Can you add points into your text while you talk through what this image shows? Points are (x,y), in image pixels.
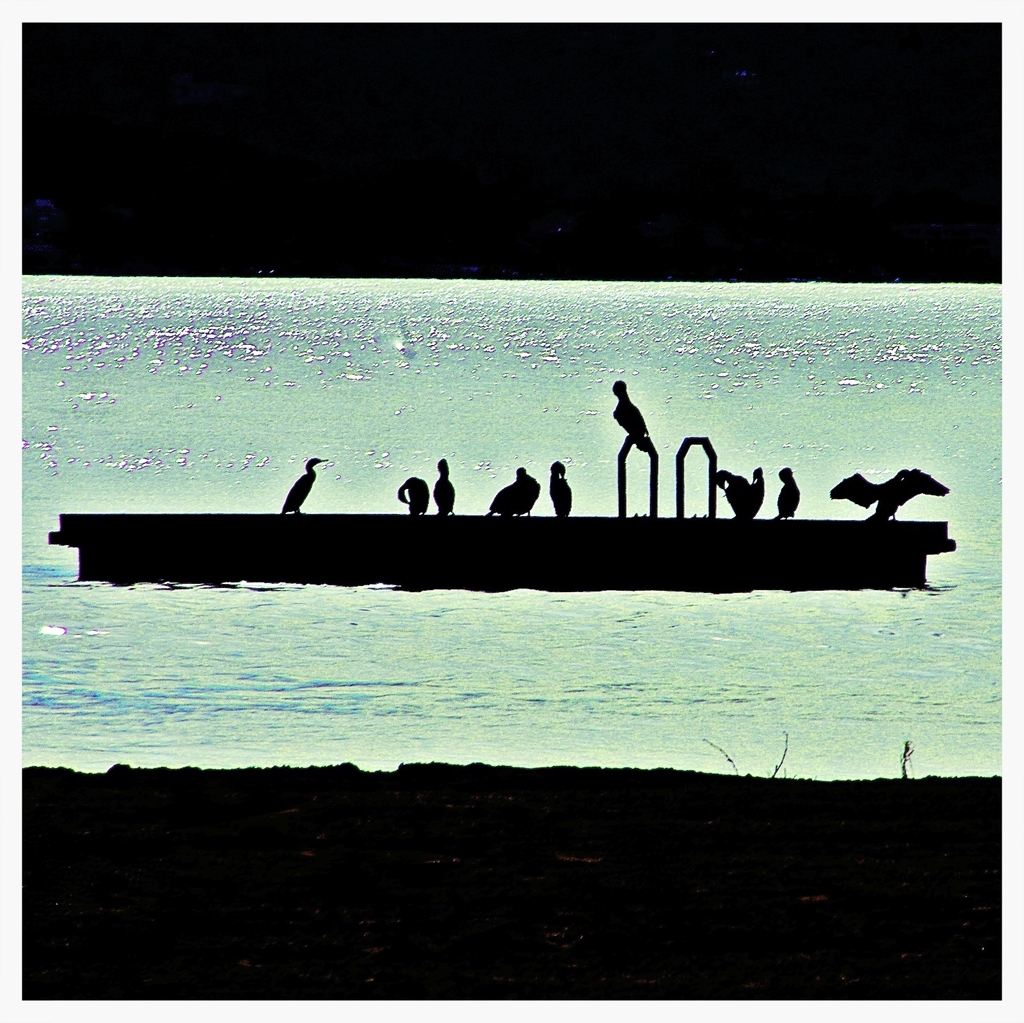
This image is an edited photo. In this image we can see water (409,700), platform (286,526) and birds (530,495).
